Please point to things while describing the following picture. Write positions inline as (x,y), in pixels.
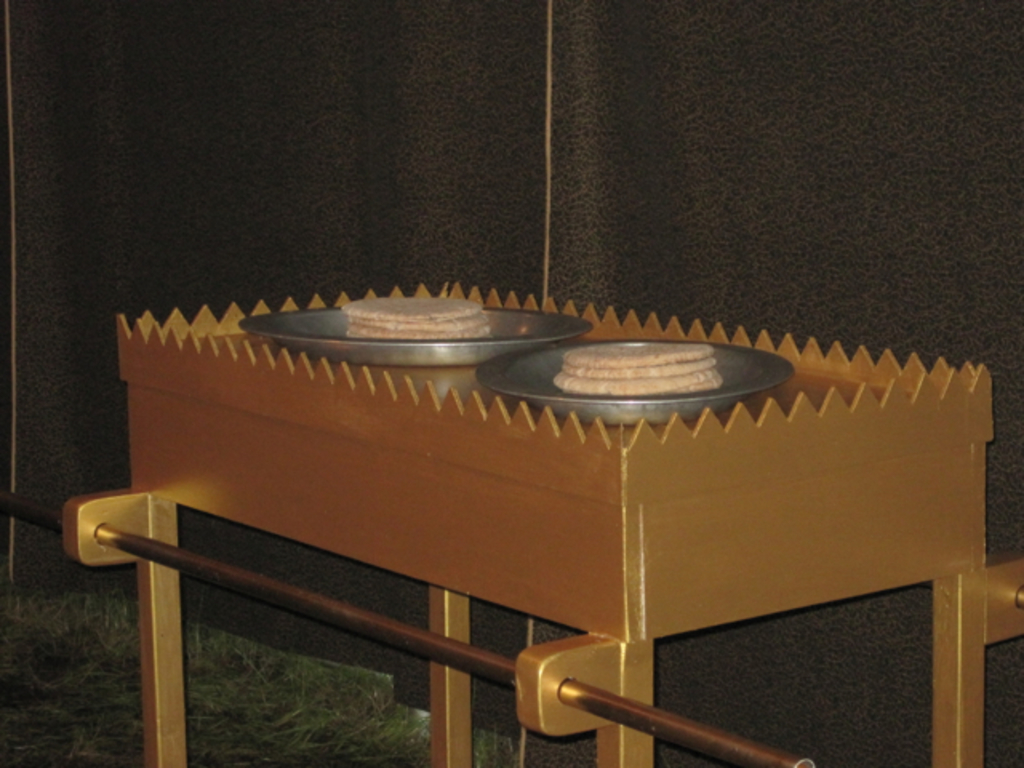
In the picture I can see some food items (351,334) kept on the plates (546,377) which is placed on the gold color table (537,434). Here I can see the grass (340,677) and the background of the image (194,233) is dark.
